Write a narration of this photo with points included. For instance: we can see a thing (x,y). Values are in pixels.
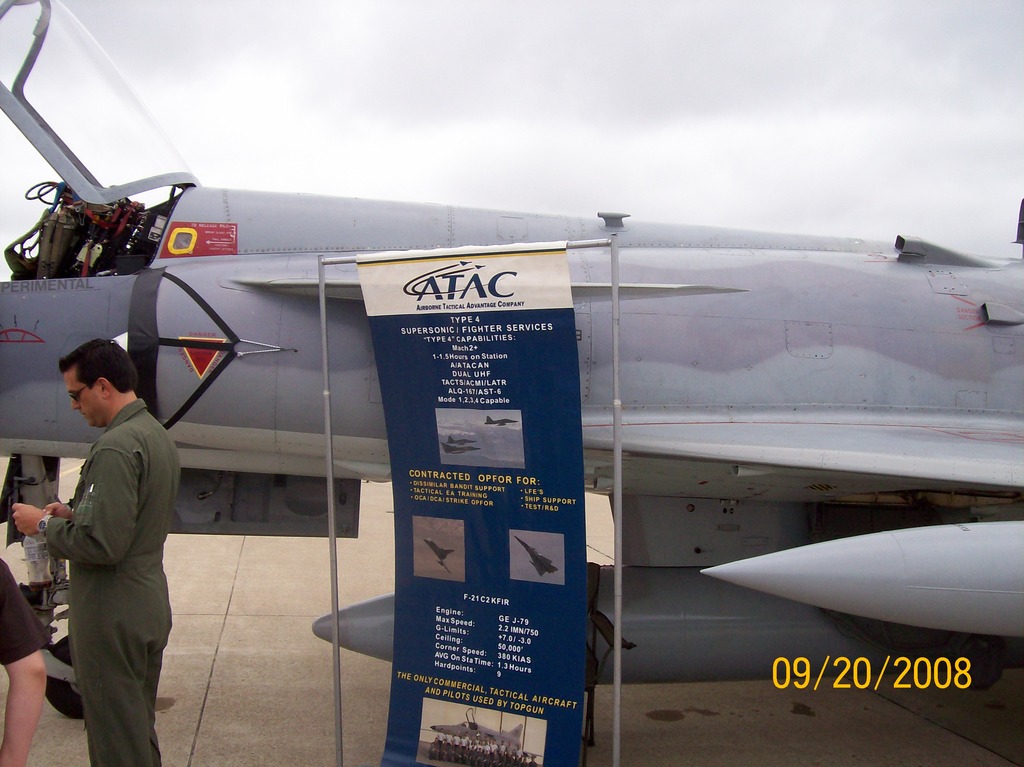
On the left (90,570), the man (127,559) in the uniform (151,514) is standing. Beside him, we see the arm (23,713) of a person (20,693). In the middle of the picture (446,401), we see a banner (424,488) or a board (457,562) in white and blue color with some text (464,688) written on it. Behind that, we see an airplane (605,324) in grey color. At the top (600,52), we see the sky (643,158).
